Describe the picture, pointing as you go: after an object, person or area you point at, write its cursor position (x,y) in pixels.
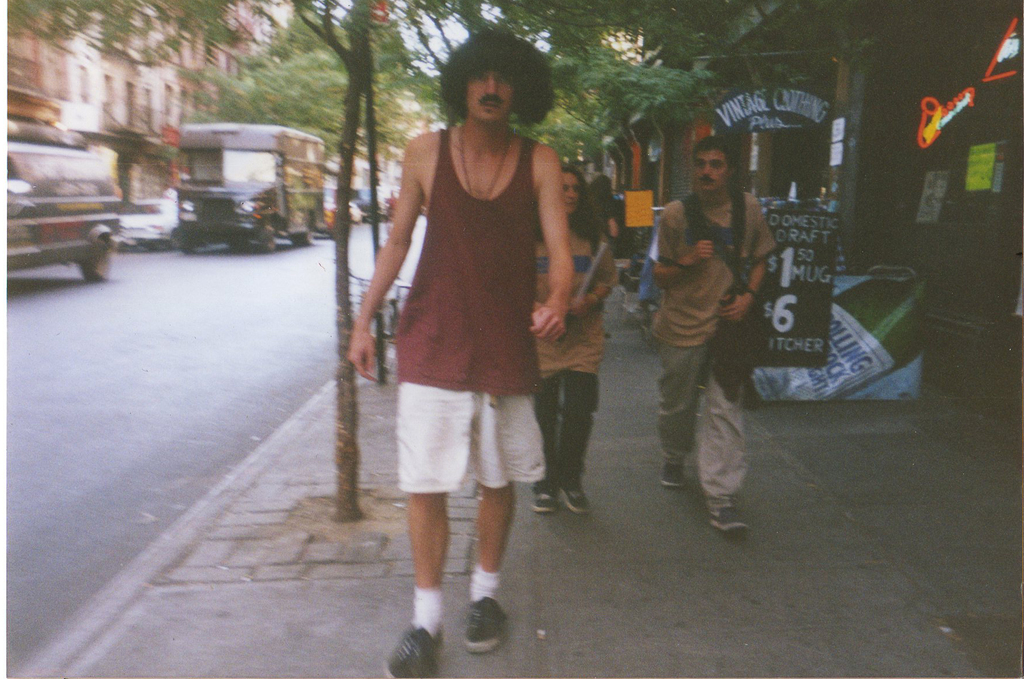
In this image, there are a few people (554,489) and vehicles (85,220). We can see the ground (244,623) and some trees (333,33). We can see some boards (878,338) with text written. There are a few buildings (869,243). We can see some posters (970,160) and lights (925,147).
